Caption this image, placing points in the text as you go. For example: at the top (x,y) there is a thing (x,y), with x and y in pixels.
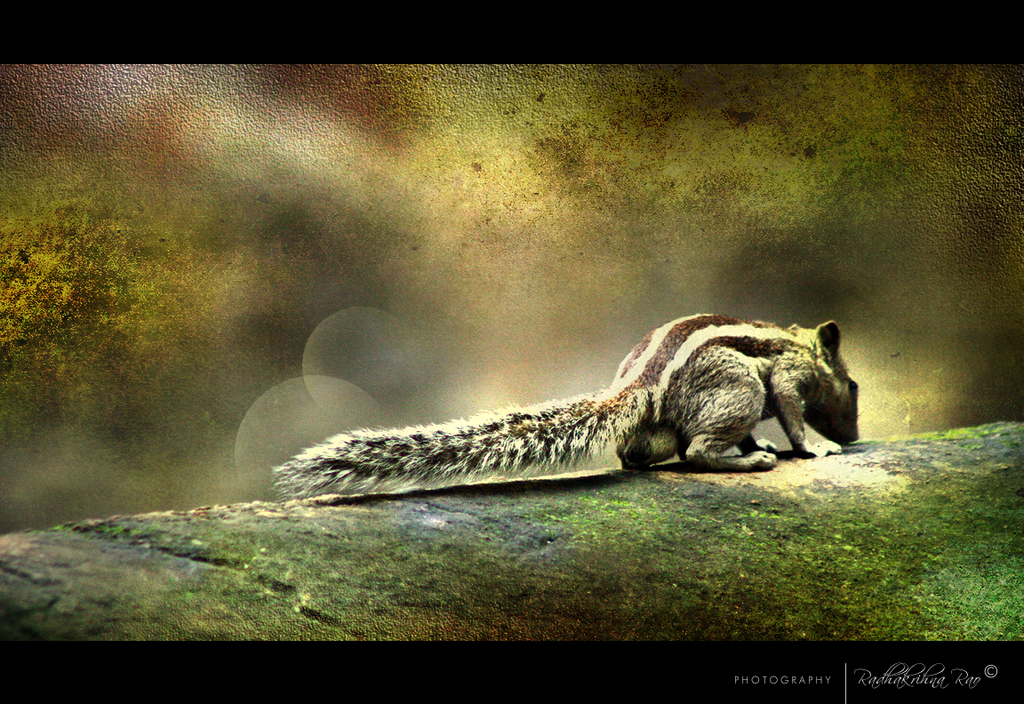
In this image I can see there is a squirrel (797,337) in the middle of an image (481,452), it is an edited image. In the right hand side (853,680) bottom there is the water mark (909,674).
